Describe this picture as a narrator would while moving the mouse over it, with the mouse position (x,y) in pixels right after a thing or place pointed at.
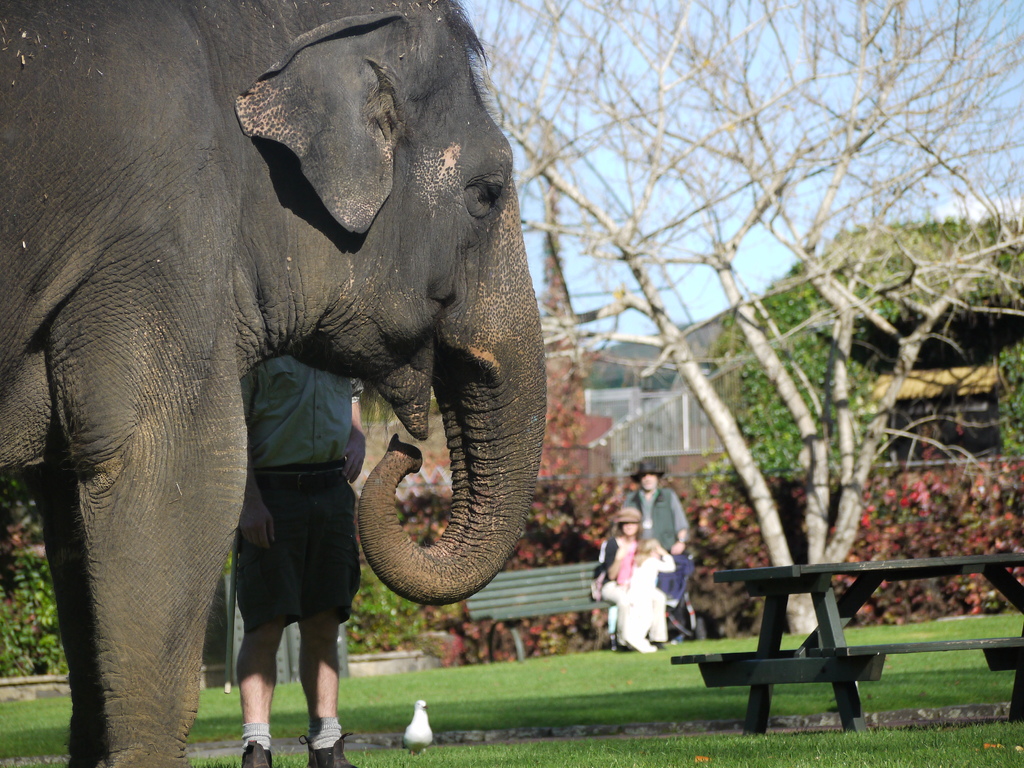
In the left side of the image (189,27), there is an elephant (461,32) which is half visible. In the right middle of the image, there are two persons (614,546) sitting on the bench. At top right side of the image (843,226), sky (1023,58) is visible which is blue in color. Below that plants (1010,366) are visible. In the left bottom of the image (318,763), a person (313,376) is visible which is half. At the bottom of the image (487,667), grass (912,676) is visible.
